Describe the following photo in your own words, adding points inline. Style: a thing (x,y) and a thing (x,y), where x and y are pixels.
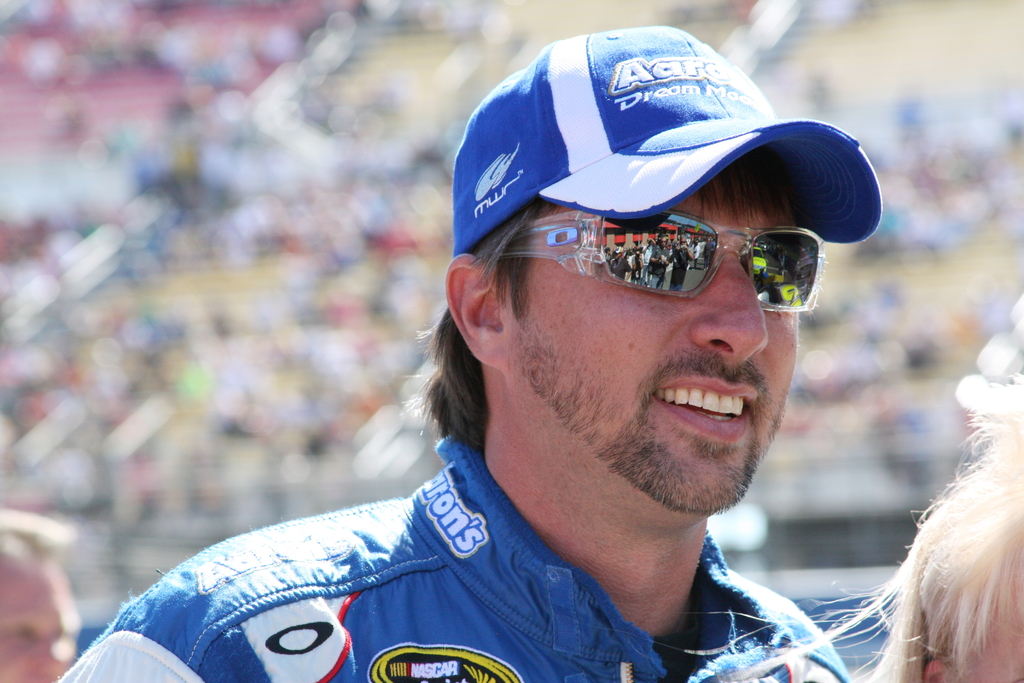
In this picture we can see a man (651,654) here, he wore goggles (701,288) and a cap (721,159), we can see reflection (682,240) of some people (657,242) in the glass (647,237), we can see a blurry background (30,297) here.
